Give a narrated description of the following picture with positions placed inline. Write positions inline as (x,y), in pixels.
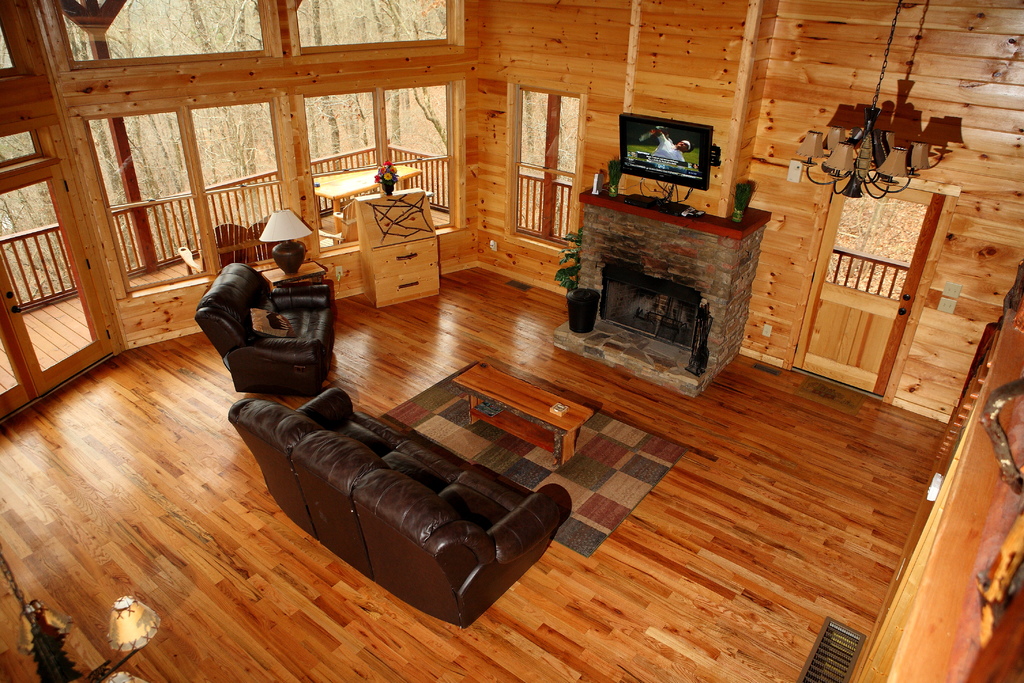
In this image I can see a room (494,244). Inside the room (332,367) there is a couch (371,479), lamp (299,263). To the right (694,134) there is a television (648,140) and a flower vase (389,192) on the table (415,236).
